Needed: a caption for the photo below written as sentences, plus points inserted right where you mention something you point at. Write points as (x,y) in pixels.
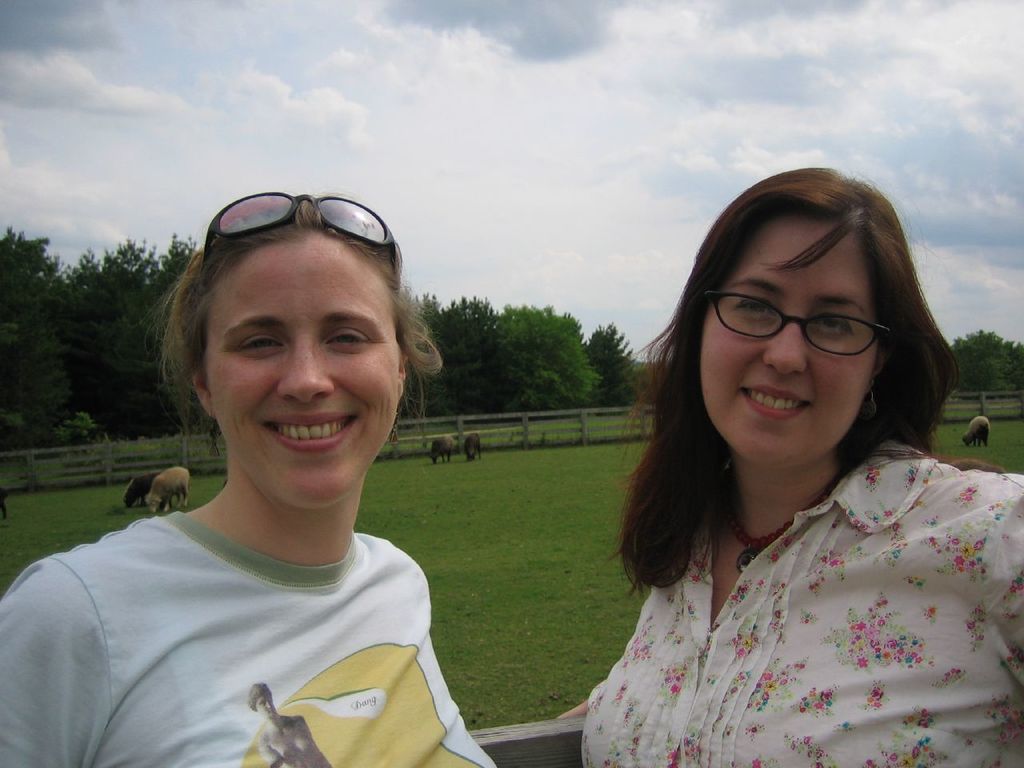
In this image we can see two women (204,510) smiling and the two women (313,400) are wearing glasses (726,312). In the background (447,444) we can see some animals (169,499) present on the grass (446,494). Image also consists of many trees (500,386) and also fence (520,433). At the top (620,93) there is a cloudy sky (620,93).
